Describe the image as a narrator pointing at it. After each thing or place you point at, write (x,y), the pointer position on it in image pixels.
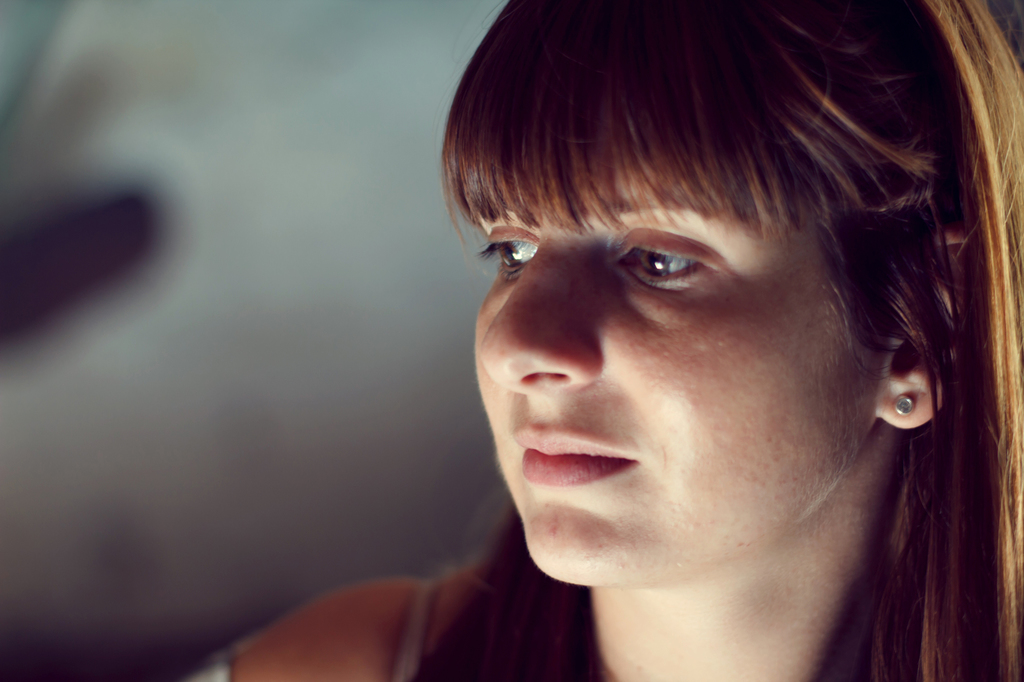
On the right (765,301) we can see a woman (641,666). In the background (209,304) the image is blur.
